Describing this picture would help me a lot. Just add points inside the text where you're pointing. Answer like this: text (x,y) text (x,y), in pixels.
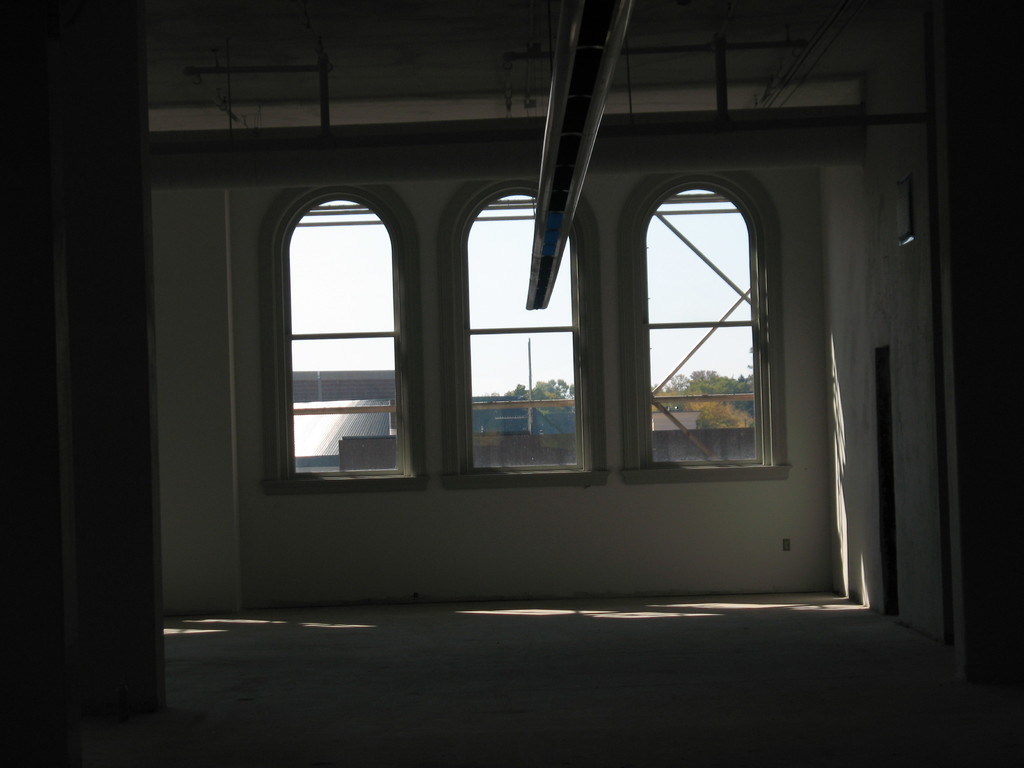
This is an inside view of a building (216,240) and here we can see windows (385,297), through the glass (377,345) we can see poles (675,398) and there are trees (686,390) and buildings (653,413).
